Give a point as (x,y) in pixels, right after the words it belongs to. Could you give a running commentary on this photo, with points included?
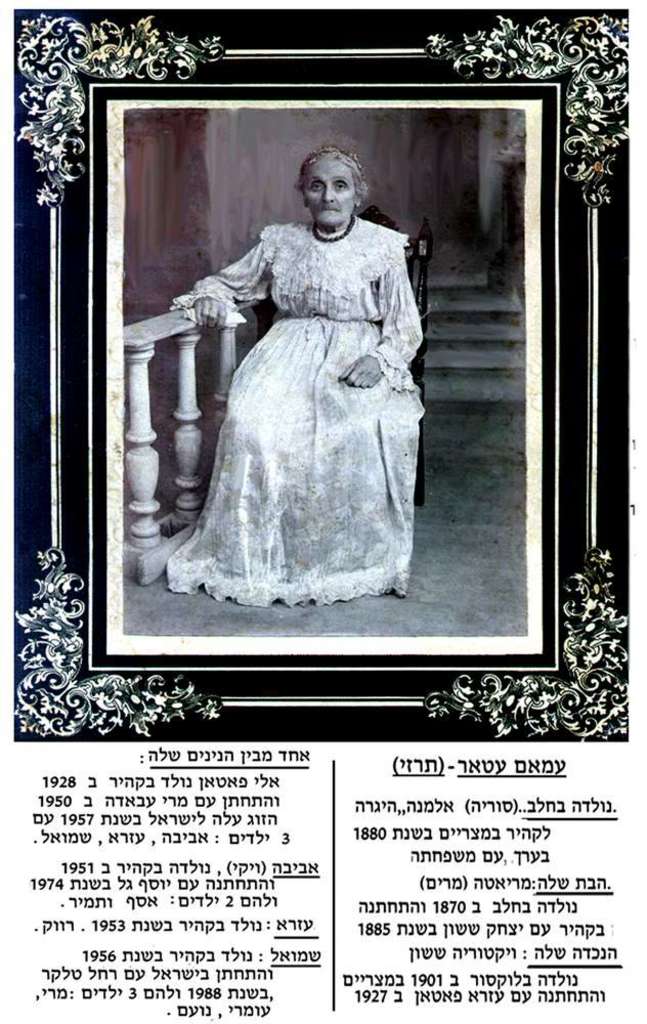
This is an edited image in which there are some text (481,880) and there is a photo frame (537,375) in which there is a woman (364,401) sitting and leaning on the railing (182,373) which is white in colour.
